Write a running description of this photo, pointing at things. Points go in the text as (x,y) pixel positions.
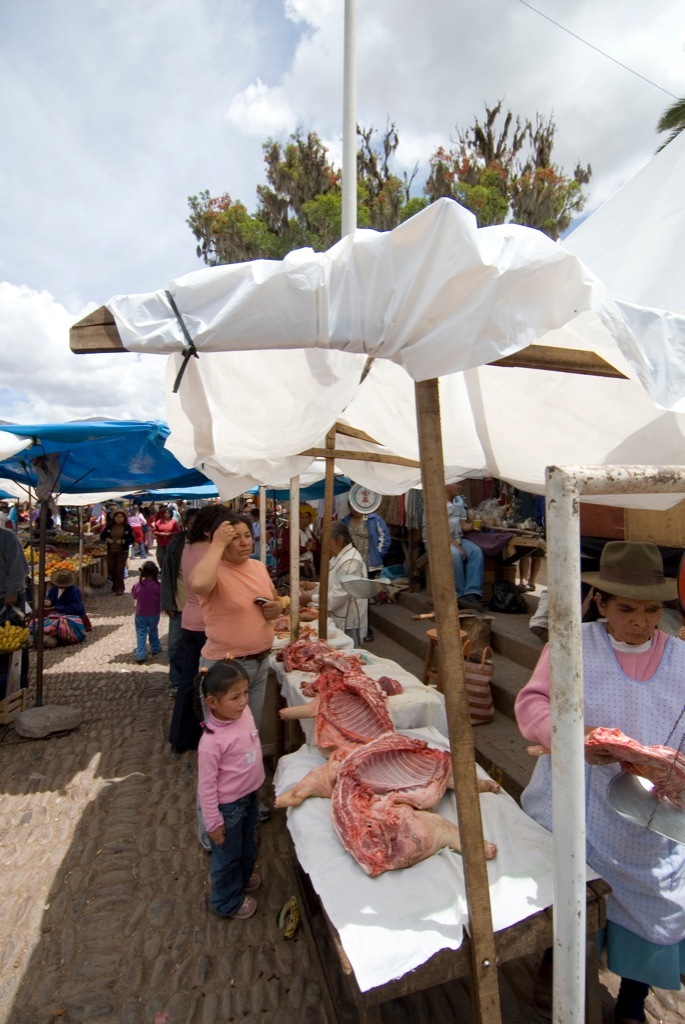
In this picture there are group of people (207,524) standing under the tent (400,391). There is a meat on the table (387,671). On the left side of the image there are fruits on the table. At the back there are trees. At the top (602,116) there is sky (27,259) and there are clouds (30,146). On the right side of the image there is a staircase (426,594) and there is a person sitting on the chair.
